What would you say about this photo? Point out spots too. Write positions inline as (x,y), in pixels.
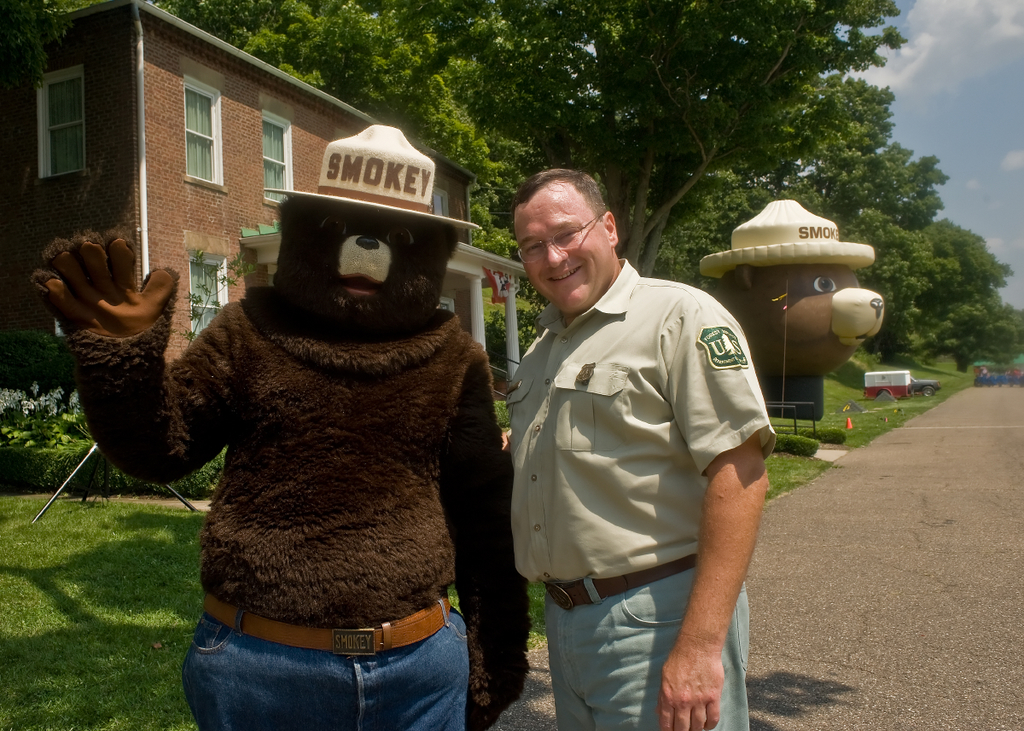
In this image we can see a building (159,138) and it is having few windows (273,161). There are many trees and plants (33,429) in the image. There is an object (809,314) in the image. There is a road (992,515) in the image. There are few vehicles (926,379) in the image. There are few persons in the image.
